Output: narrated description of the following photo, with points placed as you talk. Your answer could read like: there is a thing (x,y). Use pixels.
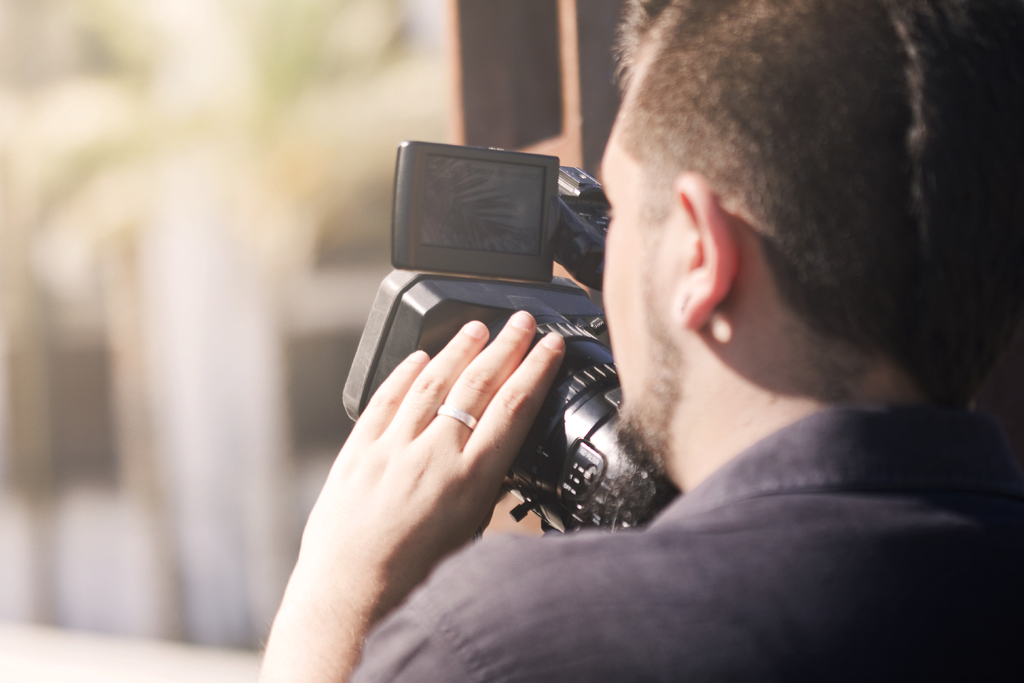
In this picture we can see a man (673,183) who is holding a camera (594,483) with his hand (539,396).
